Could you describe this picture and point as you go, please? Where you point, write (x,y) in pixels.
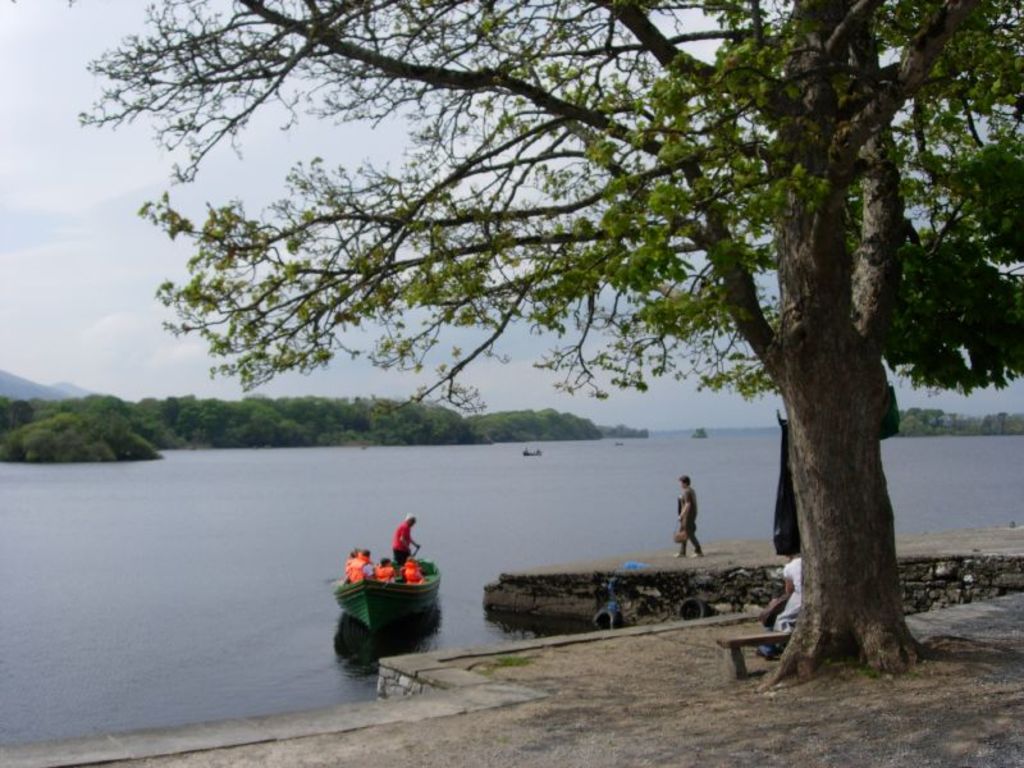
In this image we can see a few people (359,577) sitting on the boat (374,589), there are some trees (685,247), also we can the river (427,496), and the sky (173,194).
